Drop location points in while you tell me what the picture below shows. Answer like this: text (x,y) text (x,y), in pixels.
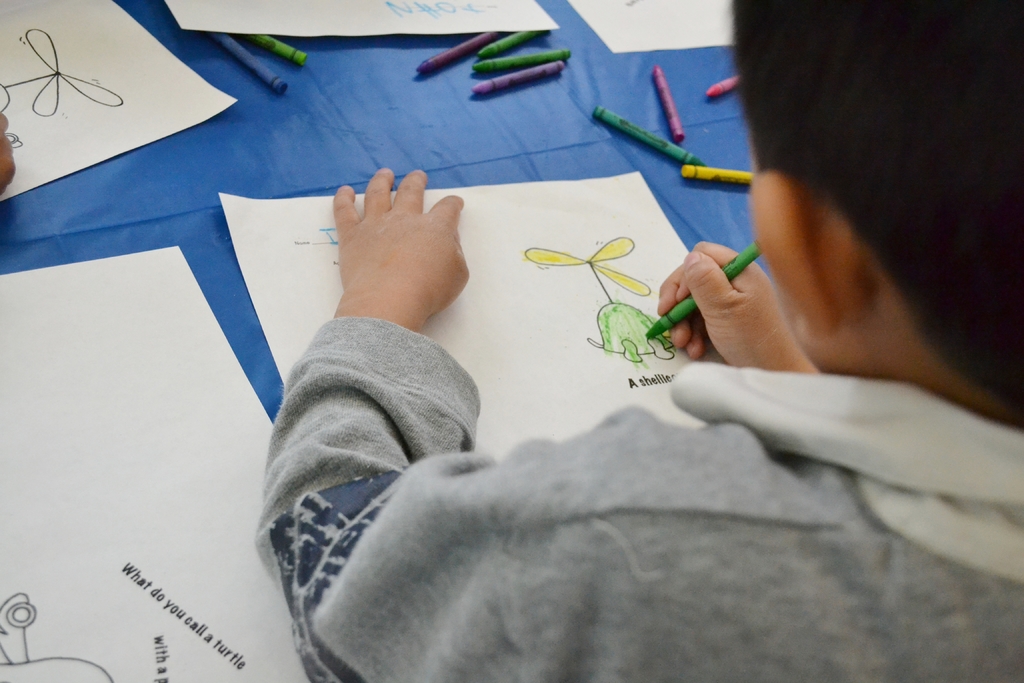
In the image we can see a child (727,560) wearing clothes (730,525) and the child (771,387) is holding a crayon color (680,309) in hand (693,294). In front of the child (663,474) there are many white paper sheets (525,284) and different colors of crayons (477,93).
